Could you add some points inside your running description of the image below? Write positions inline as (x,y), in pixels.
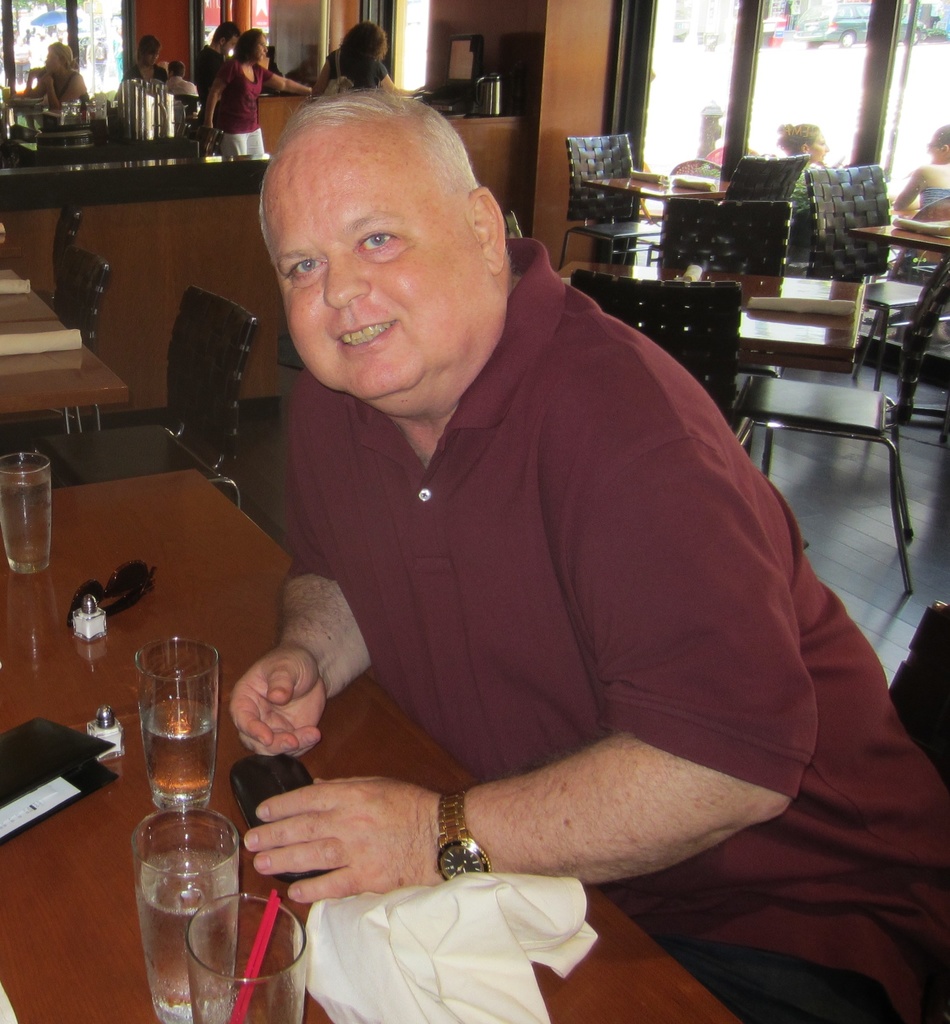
In this image we can see a man (538,299) sitting on the chair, and in front (178,582) here is the table (197,568) and glass (199,687) and some objects (52,768) on it, and here are the persons (258,74) standing, and here is the glass door (689,62).
